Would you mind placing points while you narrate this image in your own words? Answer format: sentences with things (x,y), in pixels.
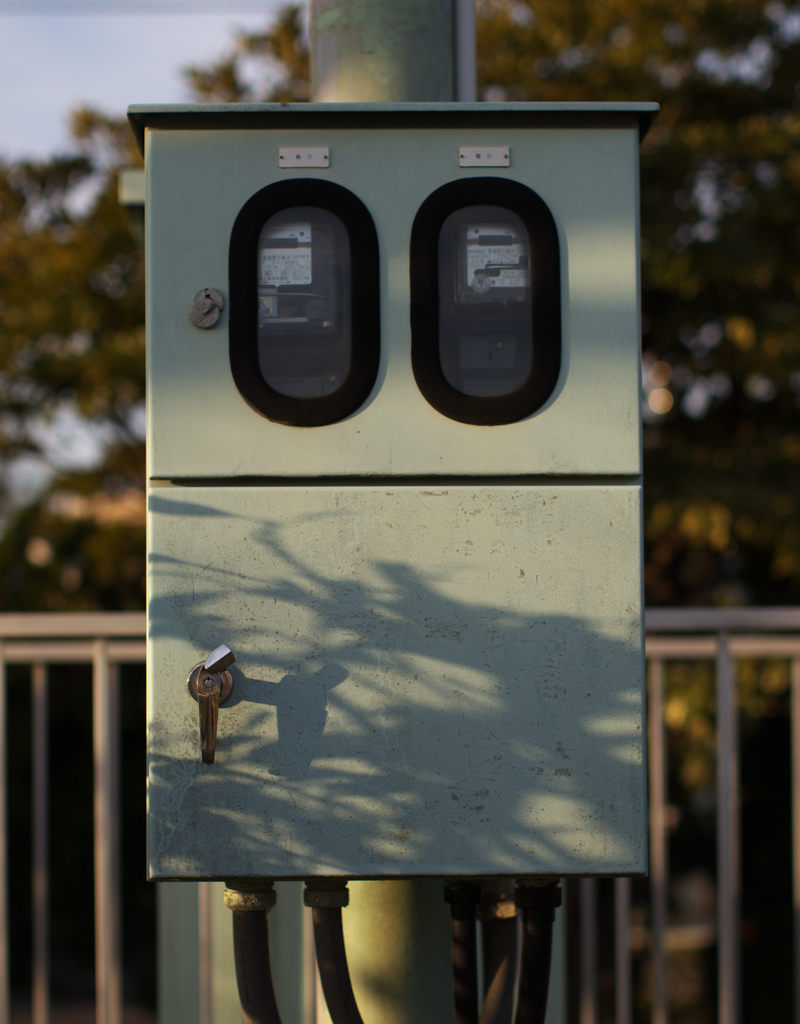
In this image we can see the pole (357,46). And in the middle (404,347) we can see one object (327,425). And behind it we can see the iron fence (725,648). And we can see the trees (591,90). And in the background (97,49) we can see the sky (109,66).
